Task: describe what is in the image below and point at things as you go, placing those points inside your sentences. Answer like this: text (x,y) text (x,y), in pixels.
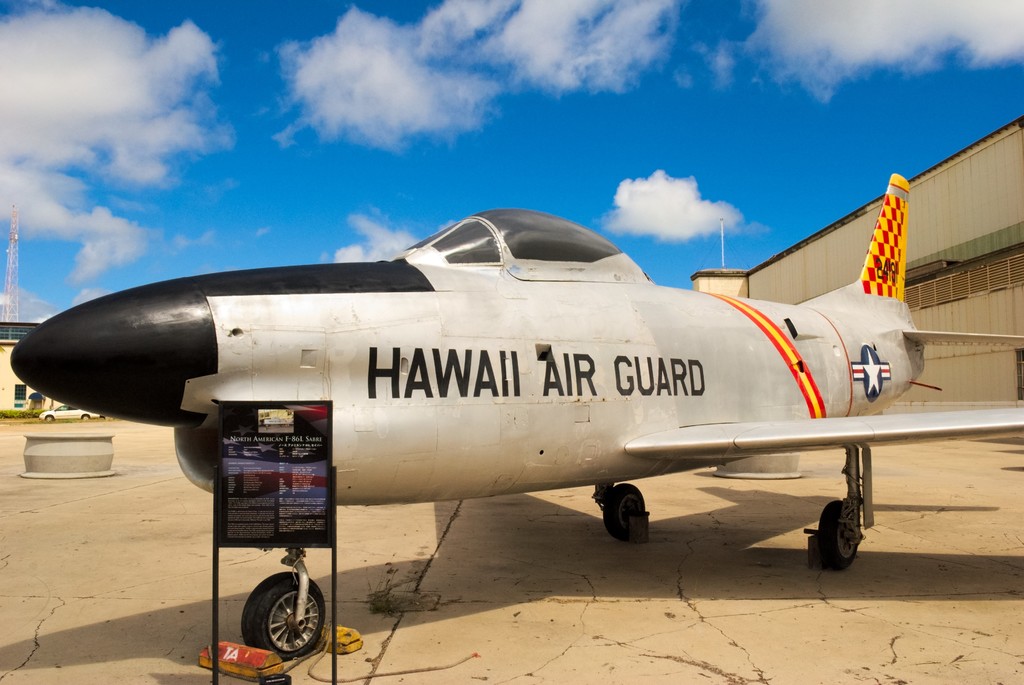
In this image in the center (481,357) there is an airplane (399,371), and in the background (72,413) there is car (81,413) and buildings (942,241), poles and towers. In the foreground (280,531) there is one board (240,440), on the board (291,465) there is some text (232,490). On the left side (43,462) there is one pot (88,469), at the bottom (173,550) there is walkway (920,550) and at the top of the image (465,112) there is sky (465,169).
